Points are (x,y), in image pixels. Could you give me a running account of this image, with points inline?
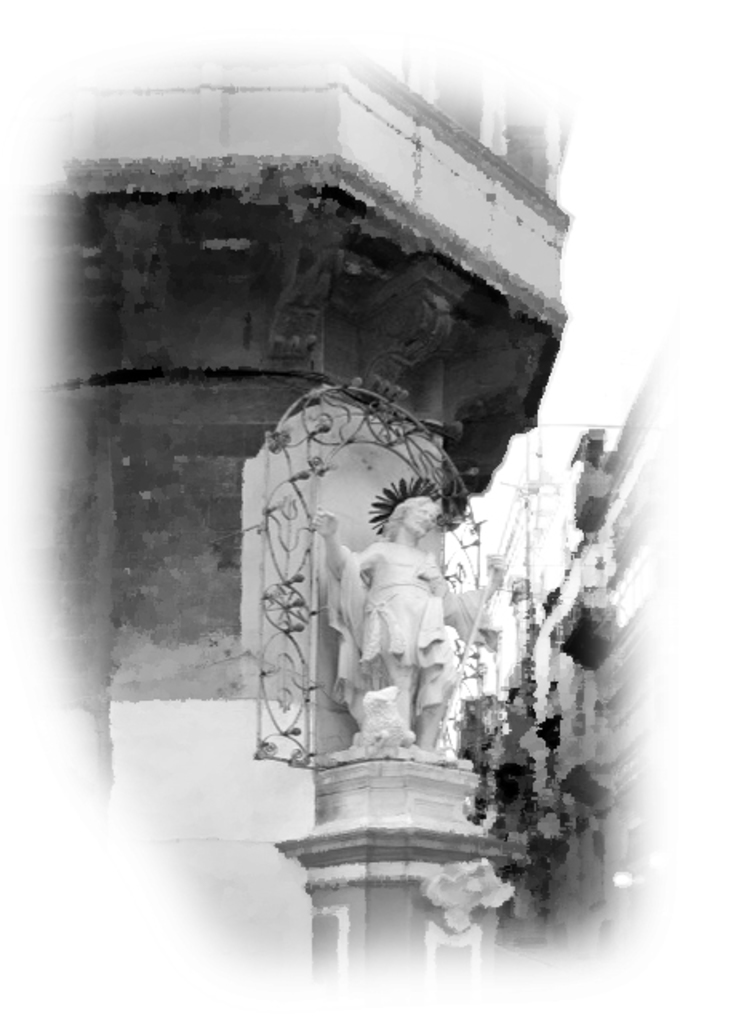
In this image we can see buildings (452,493), a statue (417,618) in front of the building (529,365) and sky (584,271) in the background (597,114).
